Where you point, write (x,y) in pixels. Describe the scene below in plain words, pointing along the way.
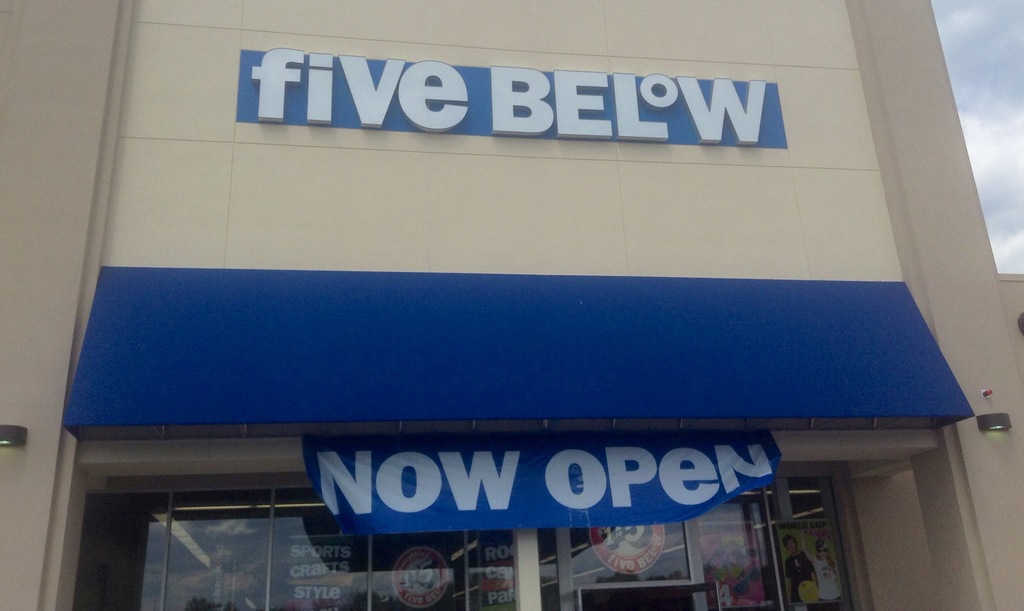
In the image we can see there is a building (649,309) on which it's written "Five Below".
